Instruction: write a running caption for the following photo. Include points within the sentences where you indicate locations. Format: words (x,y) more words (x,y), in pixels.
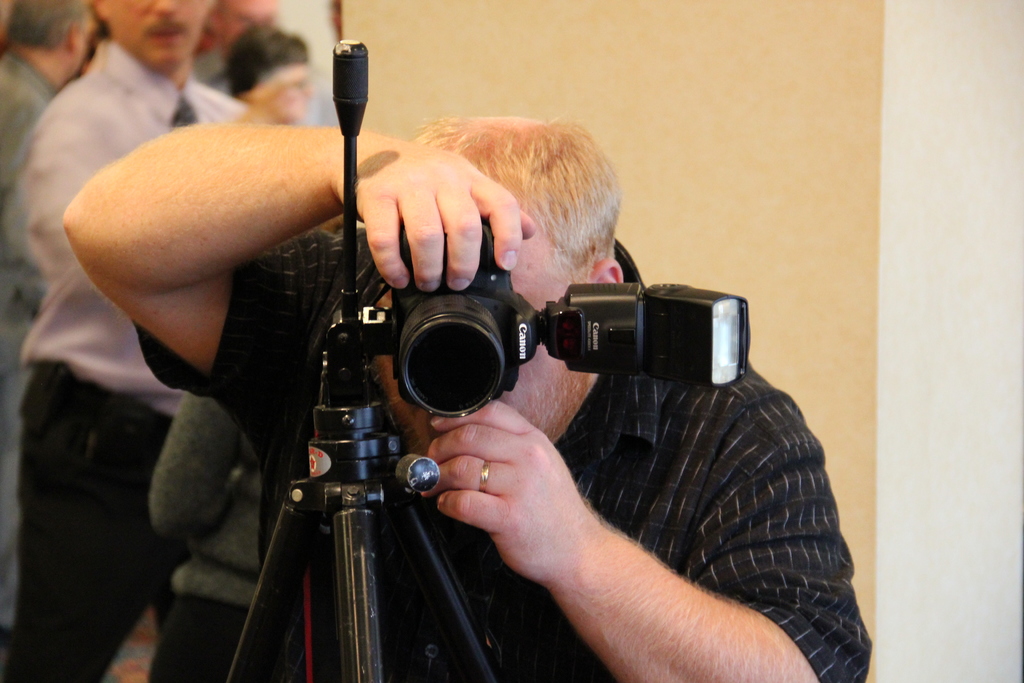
A photographer (103,248) is taking a picture. There are few people (73,71) behind him.
